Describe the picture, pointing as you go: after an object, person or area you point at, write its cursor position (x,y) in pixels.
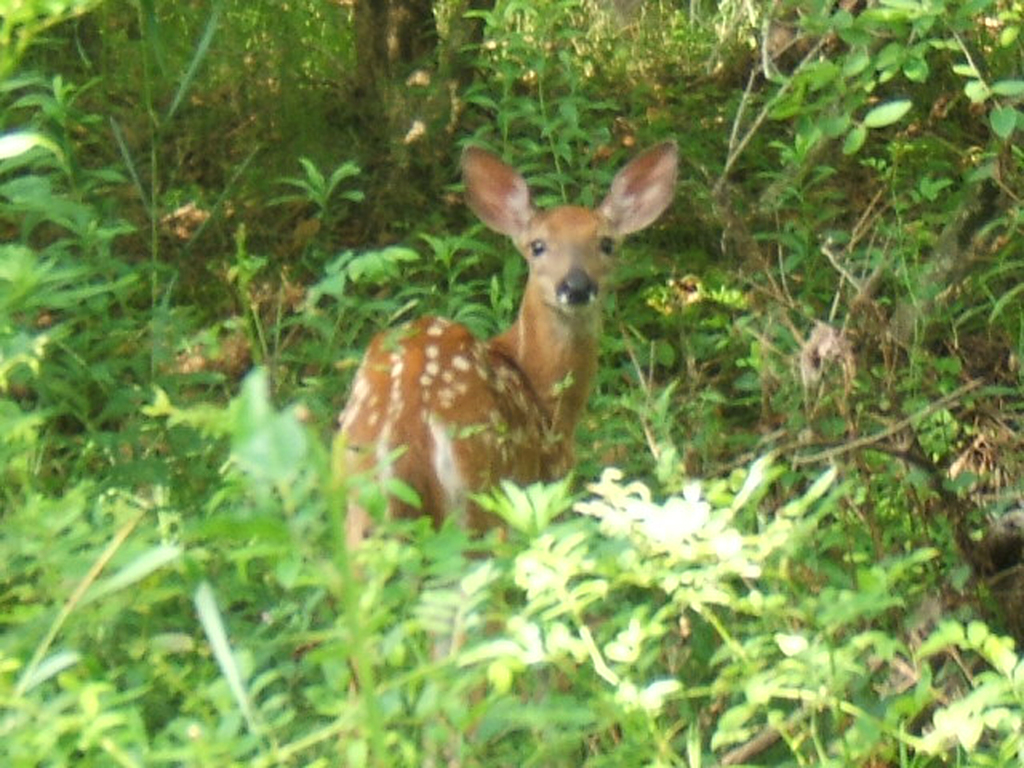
In this image I can see the deer (473,476) in brown and cream color. In the background (902,35) I can see few plants (342,540) in green color.
